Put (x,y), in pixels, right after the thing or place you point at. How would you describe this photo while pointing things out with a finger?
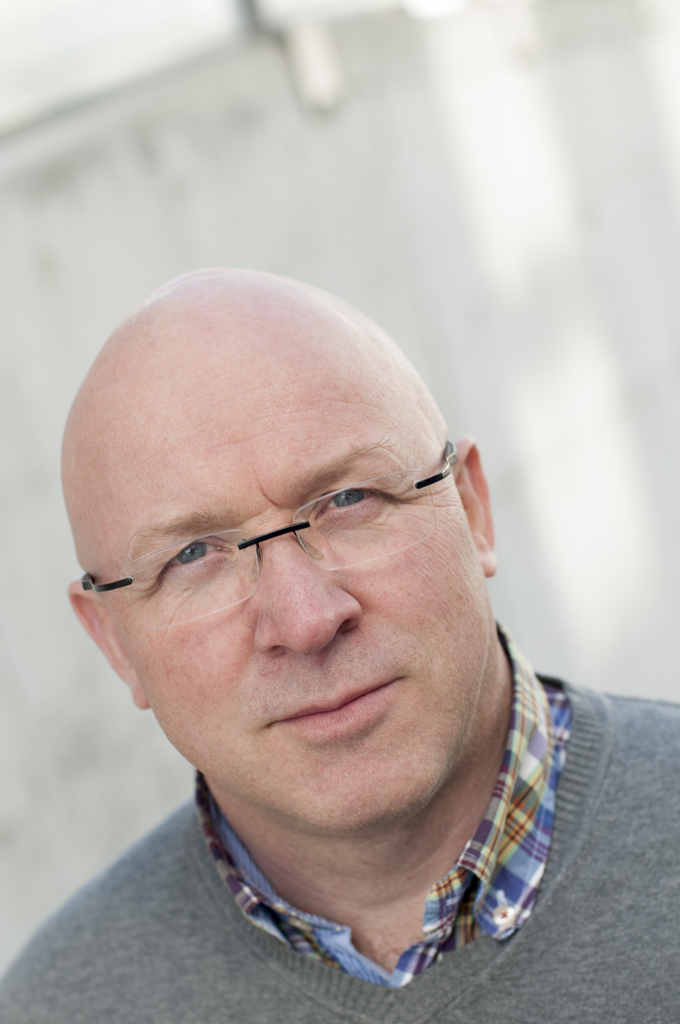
In this image I see a man (390,505) over here who is wearing grey color sweater (601,729) and a colorful shirt (454,887) and I see that he is also wearing spectacle (181,554) and I see that it is white in the background (608,331).
